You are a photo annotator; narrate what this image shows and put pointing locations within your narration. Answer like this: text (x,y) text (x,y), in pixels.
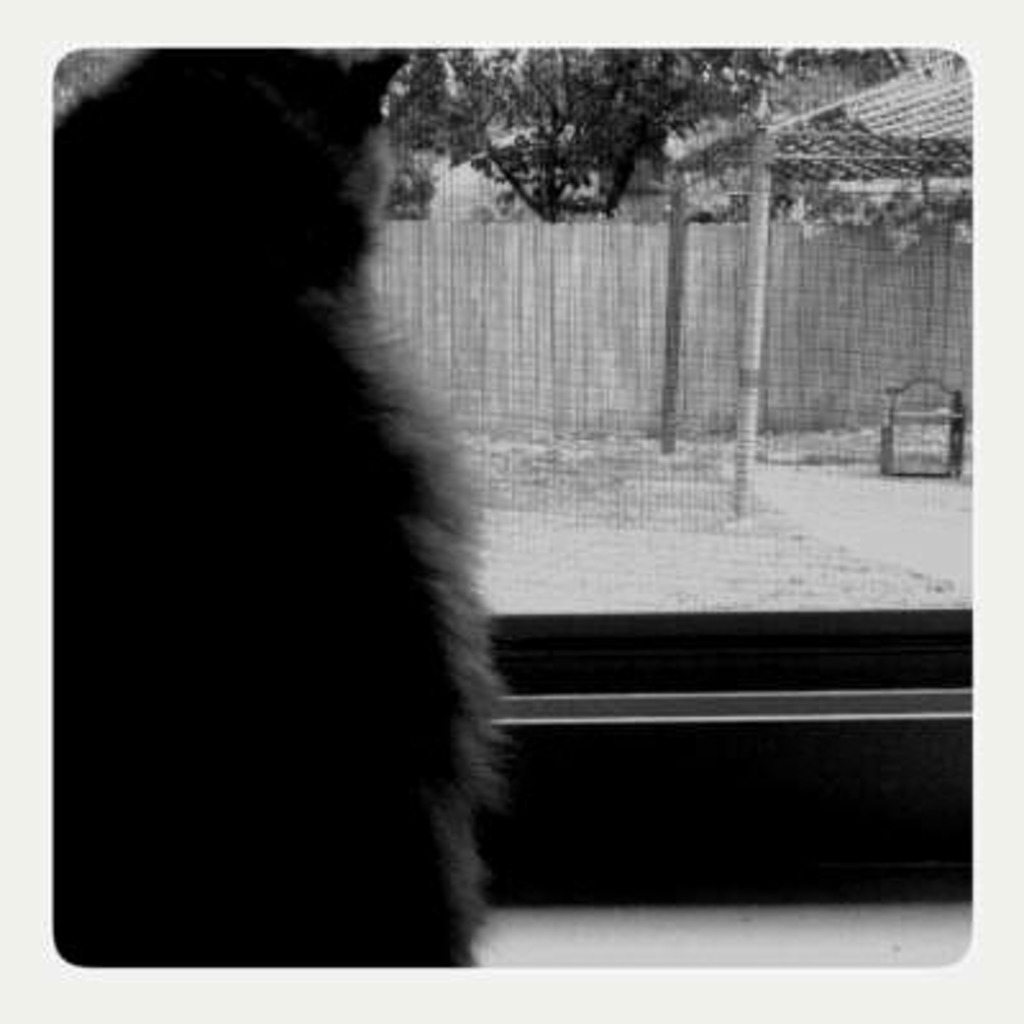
In this image I see an animal (454,890) in front (83,110) and in the background (937,250) I see a fence (636,237) and few trees (719,218).
